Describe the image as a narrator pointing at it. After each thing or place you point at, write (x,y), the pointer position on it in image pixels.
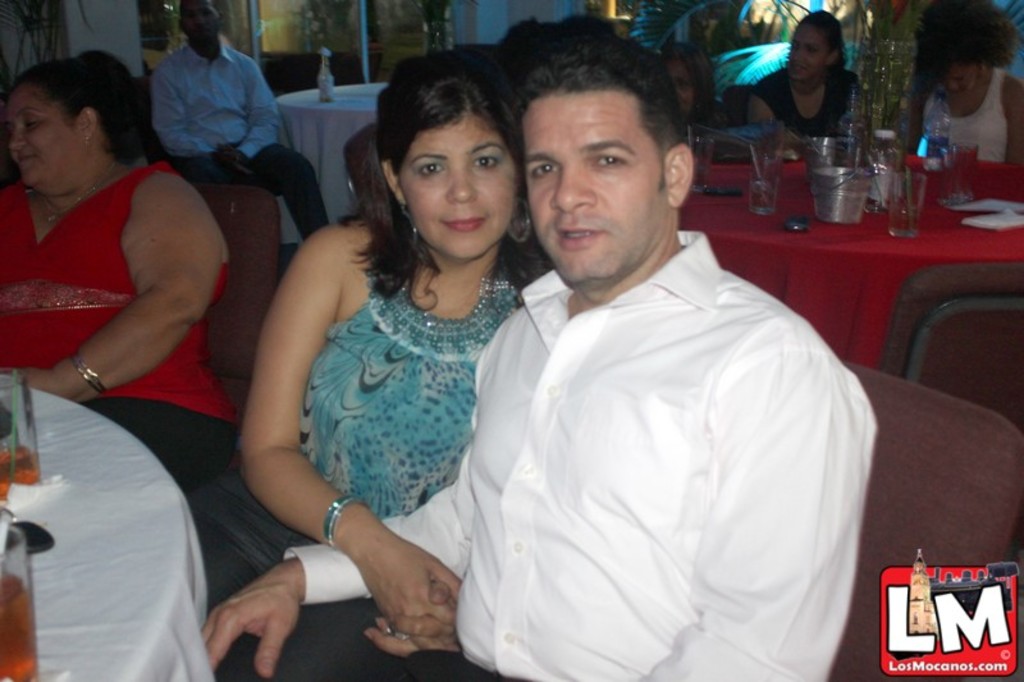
In this image there are two men (582,502) sitting, there are five women (757,105) sitting on the chairs (269,217), there are tables (882,231), there is cloth (797,208) on the tables (814,227), there are objects (877,207) on the clothes (800,196), there is a glass wall (323,30) towards the top of the image (485,18), there is a wall (129,18) towards the top of the image (543,11), there is a text (977,627) towards the bottom of the image (953,613).
